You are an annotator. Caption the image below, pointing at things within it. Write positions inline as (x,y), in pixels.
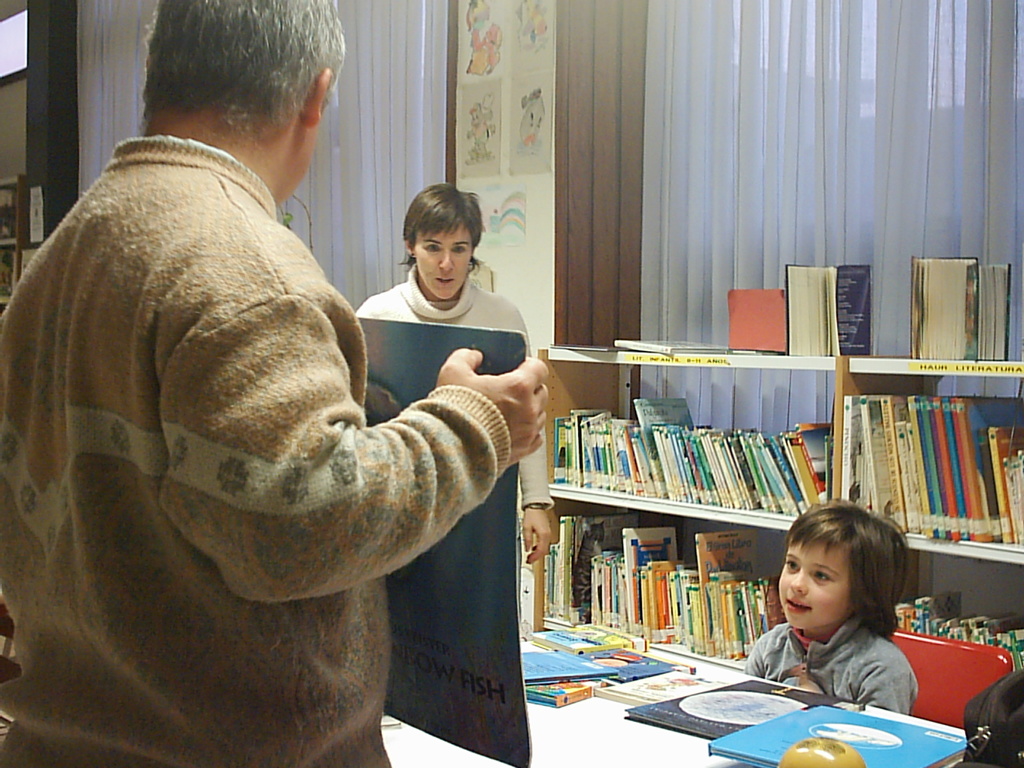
In this image I can see two persons (466,247) are standing and on the right side (849,592) I can see one girl (874,599) is sitting on a red colour chair (912,644). In the front (394,456) I can see one man (497,471) is holding a board (419,394) and in the front of him I can see a table (638,745). On the table (618,704) I can see number of books (777,734). In the background (633,490) I can see number of books (744,329) on the shelves (716,362) and I can also see window blinds (346,199) and few posters (481,102) on the wall (535,299).
